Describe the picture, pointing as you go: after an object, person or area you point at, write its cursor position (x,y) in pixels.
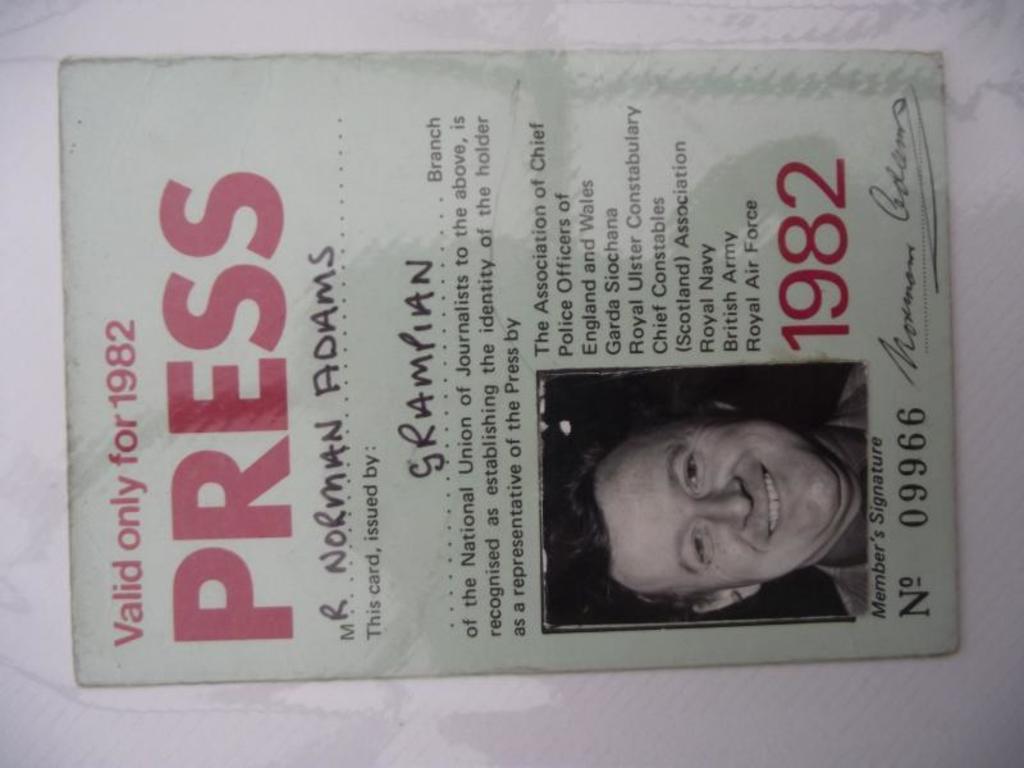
In this picture we can see a poster (584,502) on the surface (16,193), here we can see a person (766,526) and some text (246,635) on it.
